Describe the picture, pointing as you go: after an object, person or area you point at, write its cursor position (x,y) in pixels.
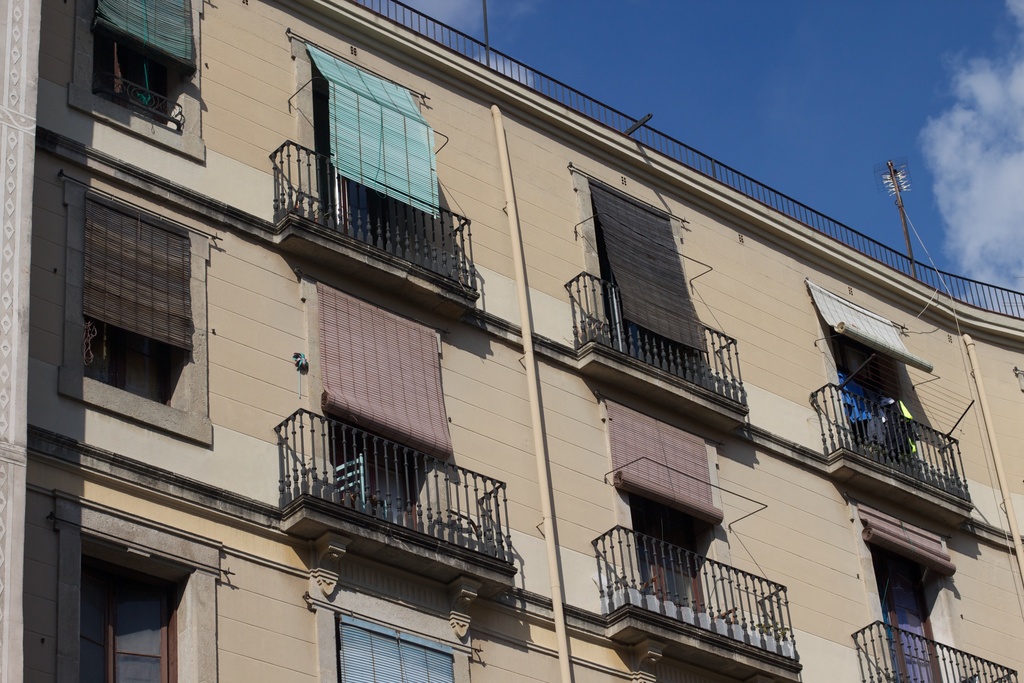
This is a picture of a building (272,412). in this picture there are windows (161,358), window blinds (677,294), railing (696,598), pipes (988,420), poles (902,207) and wall (846,619). Sky (779,64) is clear and it is sunny.
